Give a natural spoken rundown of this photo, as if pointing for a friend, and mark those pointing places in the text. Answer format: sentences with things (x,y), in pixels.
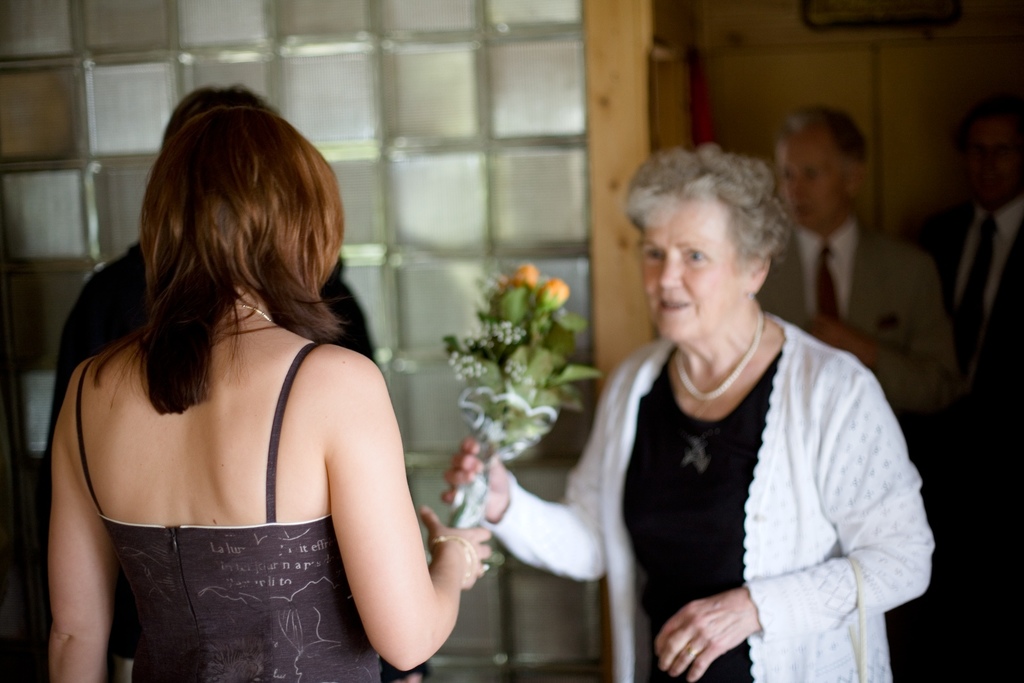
In the foreground of the image (479,381) there are two ladies (709,369), one lady (705,360) is holding a bouquet (524,303) in her hand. In the background of the image (831,161) there are people (791,184). There is a wall (713,68). There is a glass design (85,26).
